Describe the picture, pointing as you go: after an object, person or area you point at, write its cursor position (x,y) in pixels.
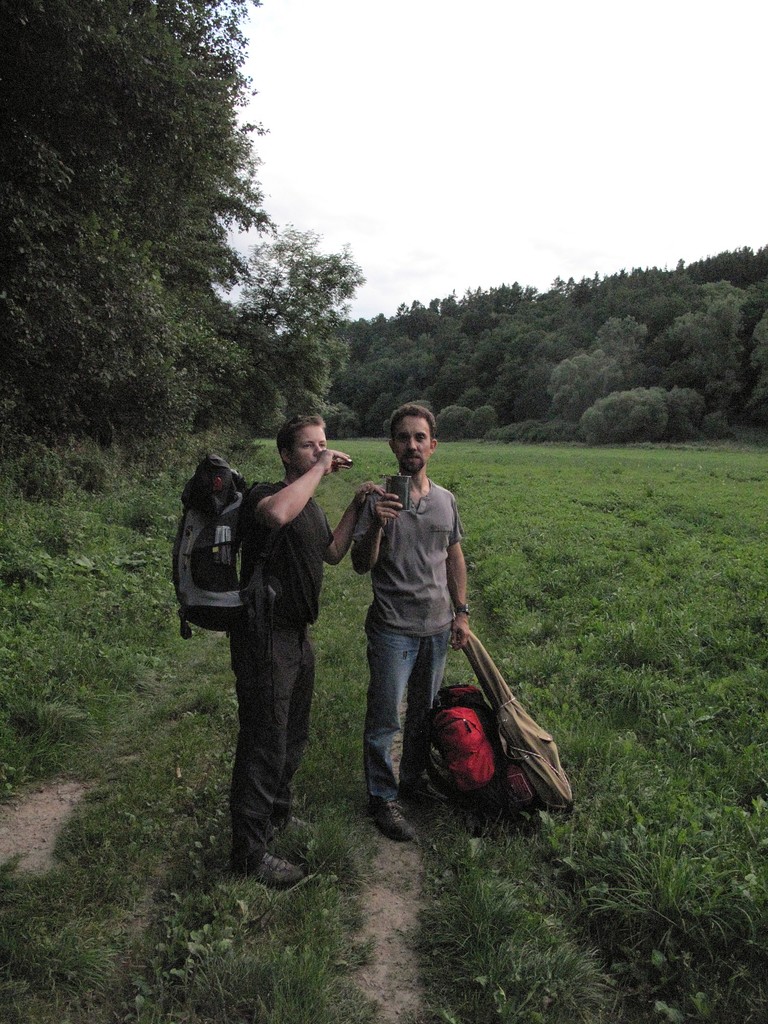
In this picture I can see 2 men (275,485) in front (312,464) who are standing and I see that both of them are holding things (341,460) in their hands (326,460) and I see that the man (263,658) on the left (225,619) is carrying a bag (222,460) and I see 2 bags (553,807) near the man (385,719) on the right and I see the grass (92,504). In the background (171,357) I see number of trees (392,351) and I see the sky (488,260).
